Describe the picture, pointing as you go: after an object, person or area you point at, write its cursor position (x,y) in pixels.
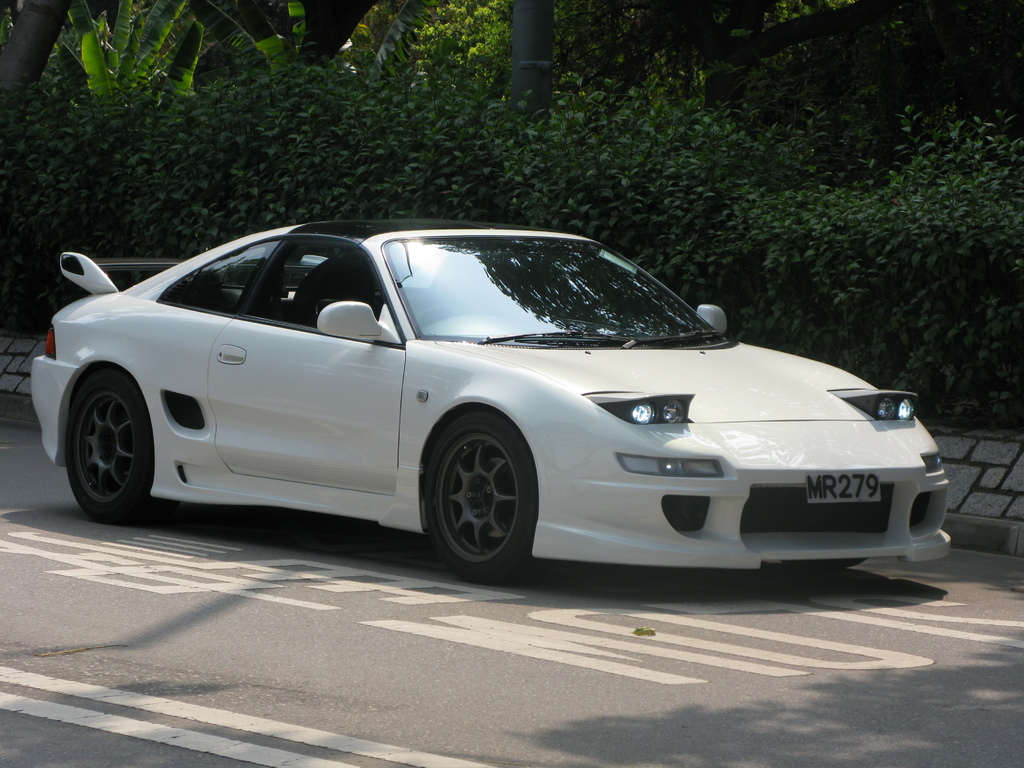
In this image there is a road (344,694) at the bottom (496,679). There is a vehicle (490,361) in the foreground (493,532). There are plants (864,142) and trees (850,11) in the background (277,133).
